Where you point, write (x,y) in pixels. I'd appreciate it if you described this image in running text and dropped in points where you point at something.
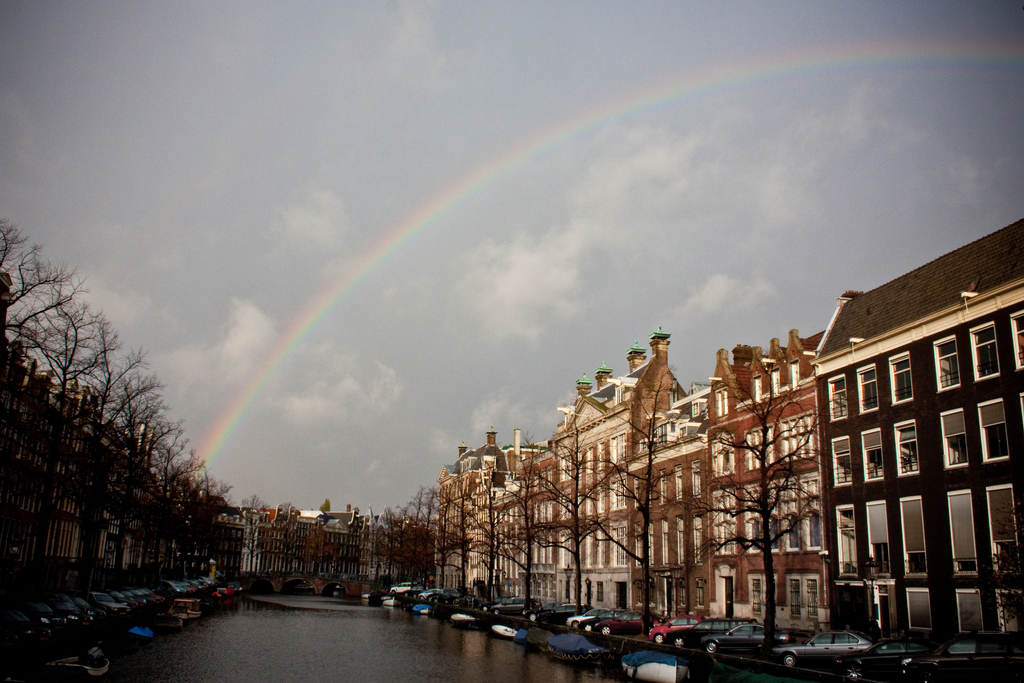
At the bottom of the picture (367,626), we see water (415,645) and this water (287,595) might be in the canal (174,634). We see the boats (145,638) on either side of the canal (579,665). On either side of the picture, we see the trees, buildings (736,551) and the vehicles (821,639) parked on the road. There are trees (426,539) and the buildings (264,544) in the background (258,520). At the top (156,156), we see the sky (236,213), clouds (260,330) and the rainbow (284,334).
